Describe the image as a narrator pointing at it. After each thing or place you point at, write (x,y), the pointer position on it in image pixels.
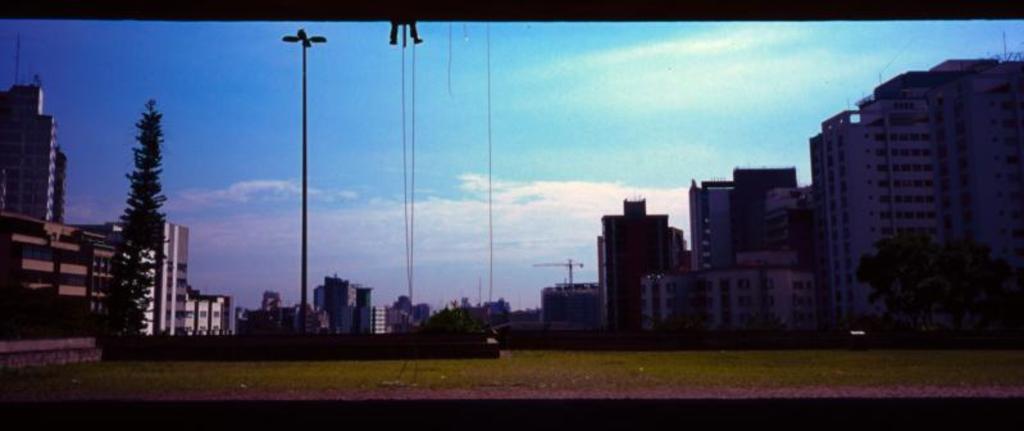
In this image there is a grassland (223,375) in the background (157,313) there are trees (134,306), buildings (190,312) and the sky (622,130).
